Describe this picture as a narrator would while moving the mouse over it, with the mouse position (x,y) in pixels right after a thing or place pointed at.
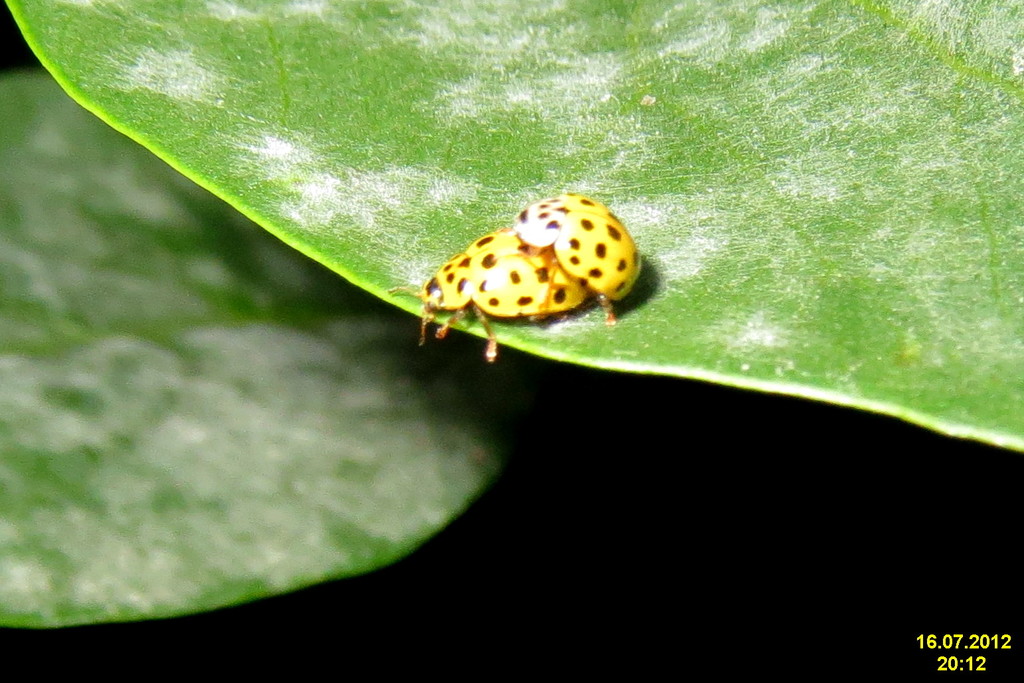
In this picture there is a pair of bugs (537,219) in the center of the image (488,229) on a leaf (387,288) and there is another leaf (271,422) in the background area of the image (208,479).
